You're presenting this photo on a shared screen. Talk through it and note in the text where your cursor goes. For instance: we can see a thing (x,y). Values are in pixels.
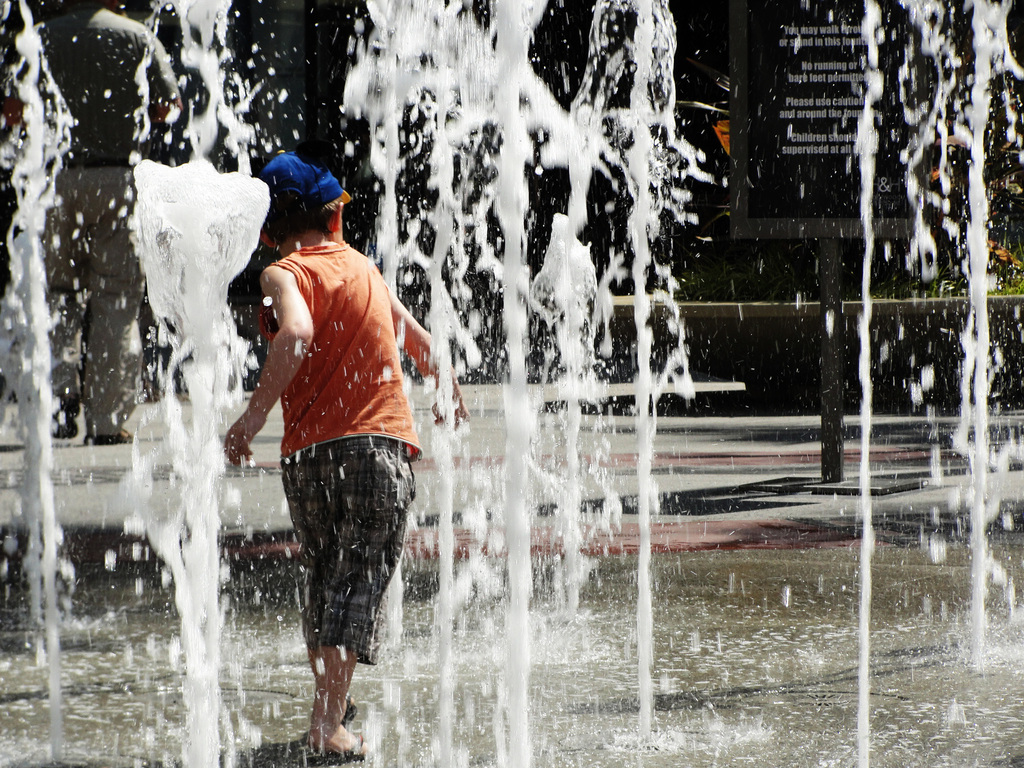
In this image there is a boy (338,483), walking in the middle of a ground water fountain (755,553).
